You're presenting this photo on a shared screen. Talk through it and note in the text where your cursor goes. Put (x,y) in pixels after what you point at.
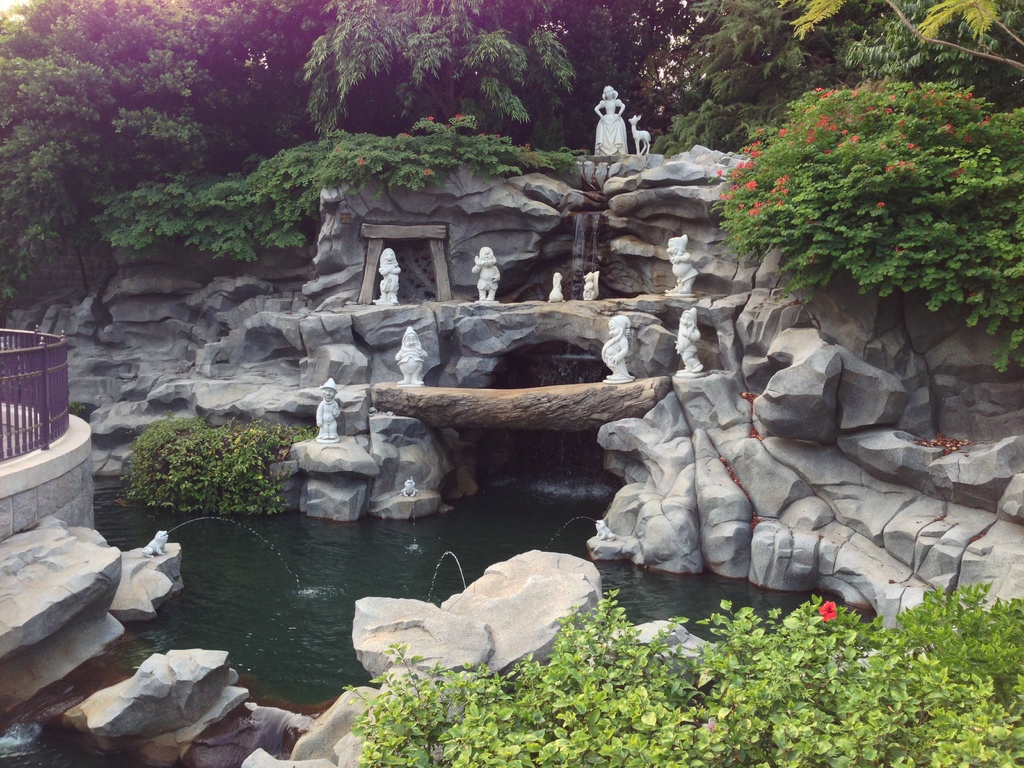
In this picture, we see statues (612,345) are placed on the rocks (764,444). Beside that, we see water (287,576) and an iron railing (21,383). At the bottom of the picture (623,684), we see plants (692,667). There are trees (706,135) in the background (489,102).
